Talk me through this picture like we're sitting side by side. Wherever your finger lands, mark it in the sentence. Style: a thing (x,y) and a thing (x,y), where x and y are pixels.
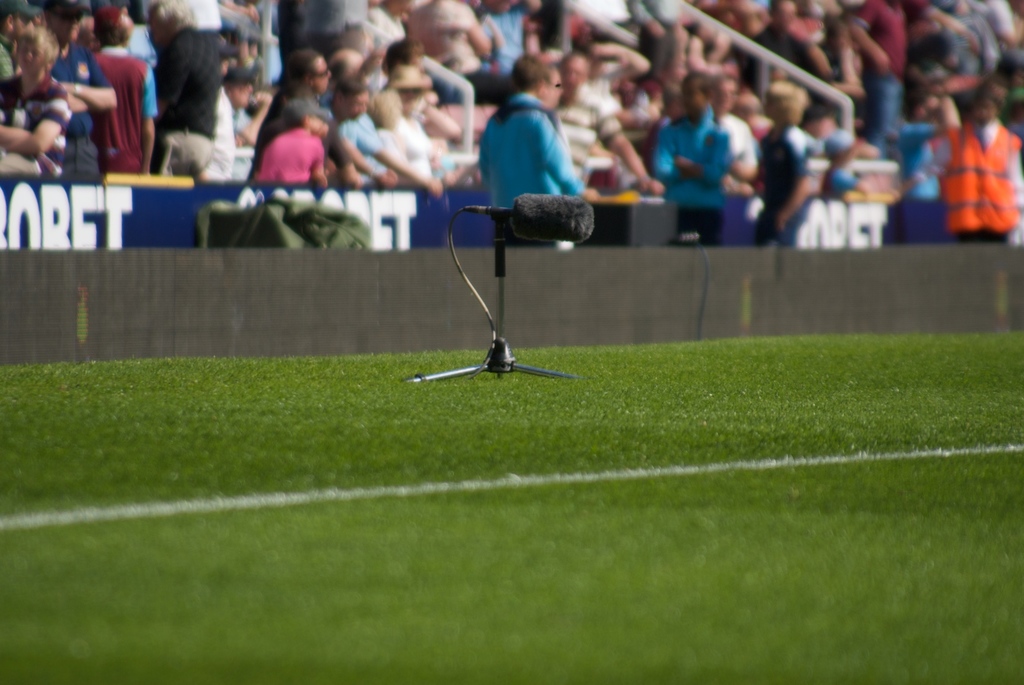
In the foreground of the picture (460,392) we can see grass (523,459), stand (500,223), cable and mic (548,215). In the middle of the picture (536,262) there are people (1011,209), boards (325,252) and some other objects (237,243). At the top (293,63) there are people (495,82) and hand railings (764,58).
